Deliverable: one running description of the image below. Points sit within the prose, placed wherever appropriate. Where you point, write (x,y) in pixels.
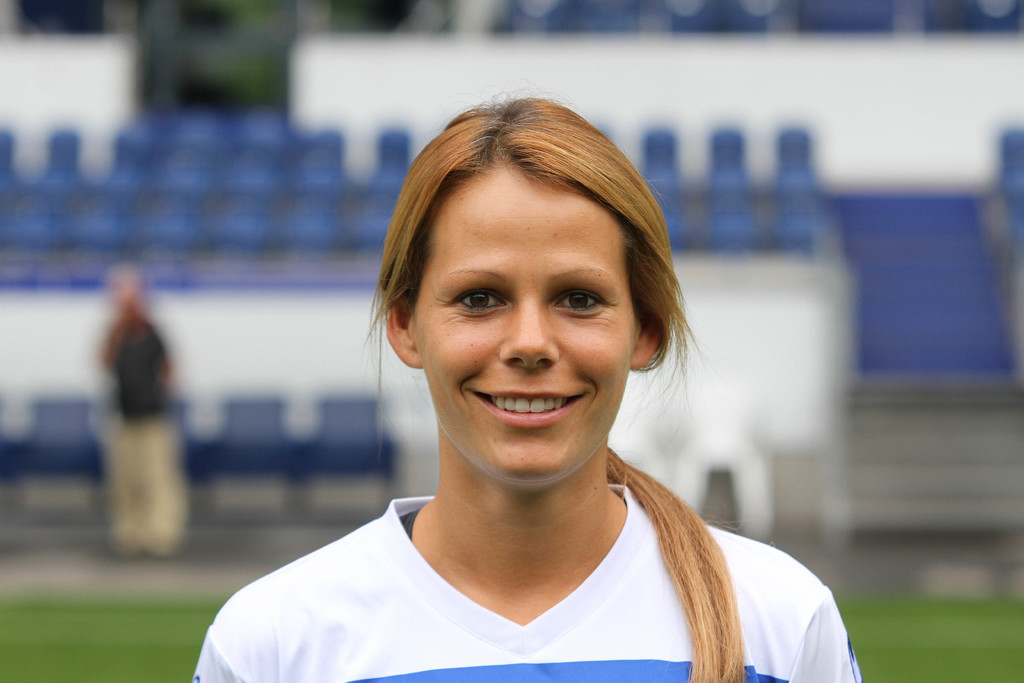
This picture shows a woman (539,589) standing with a smile (558,398) on her face (520,403) and we see few chairs (230,170) and a person (165,419) standing on the back (118,451) and we see grass (95,624) on the ground (66,627).
